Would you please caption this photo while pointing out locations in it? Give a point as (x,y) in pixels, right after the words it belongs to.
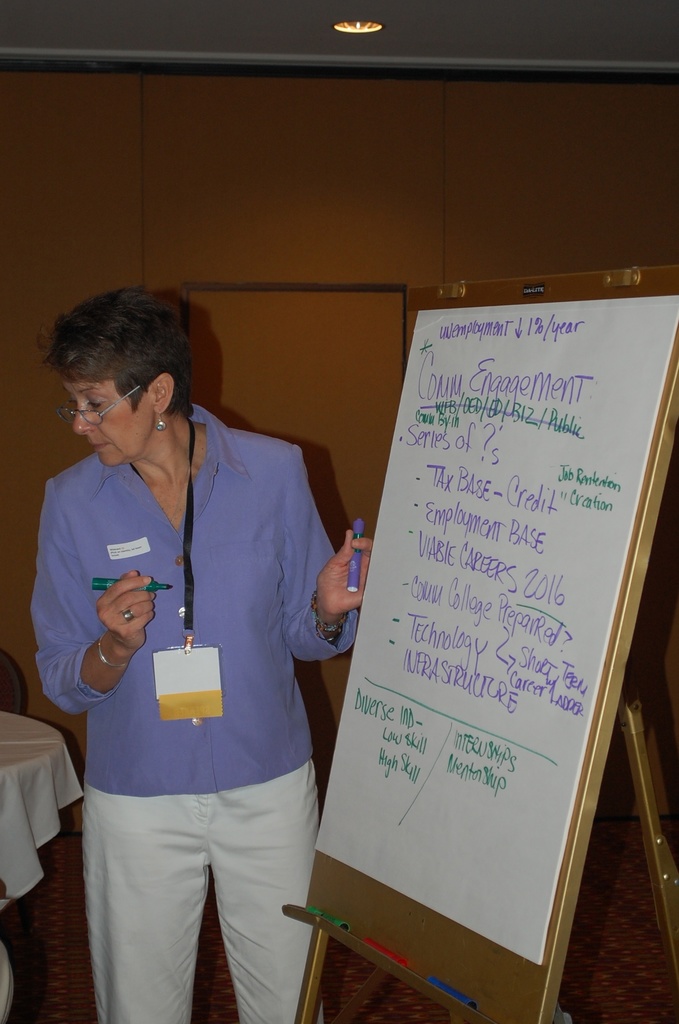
In the picture I can see woman (178,744) standing beside the board (471,646) and holding pen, left side of the image (30,757) we can see table (32,839) covered with white cloth (3,800).
